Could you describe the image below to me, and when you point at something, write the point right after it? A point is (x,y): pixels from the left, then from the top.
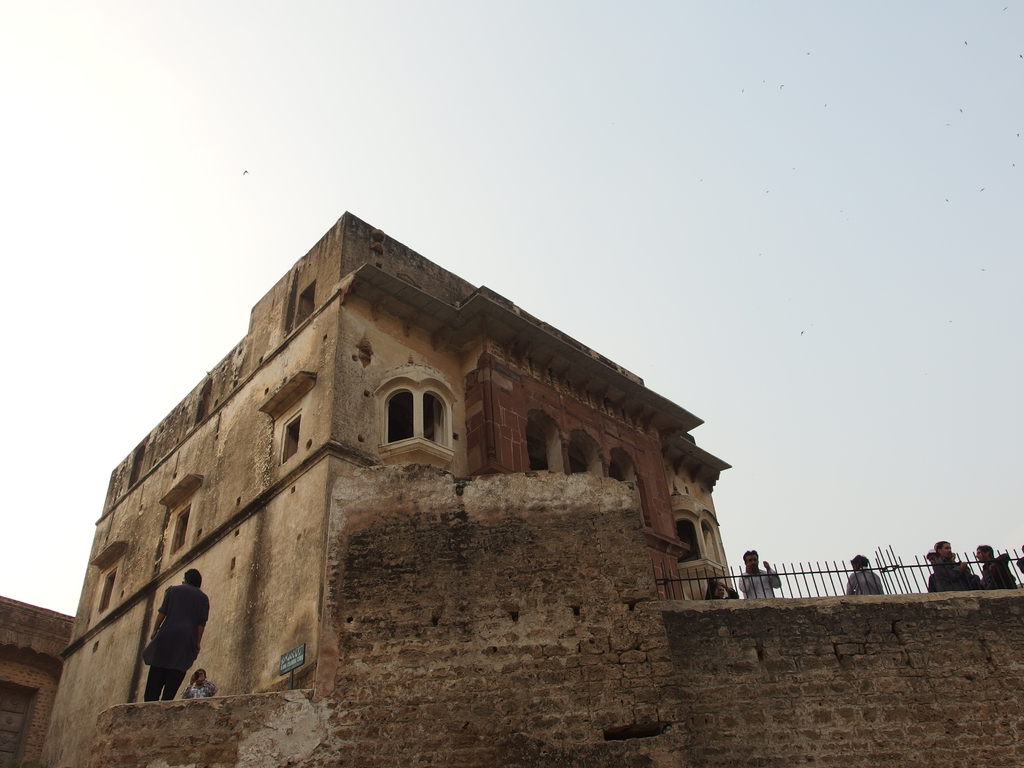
In this picture we can see a building (317,521). On the right side of the image (718,571), there are people (950,563) and grilles (847,577). On the left side of the building (331,648), there is a person (167,627) and a board (290,654). At the top of the image (391,132), there is the sky (582,139).
